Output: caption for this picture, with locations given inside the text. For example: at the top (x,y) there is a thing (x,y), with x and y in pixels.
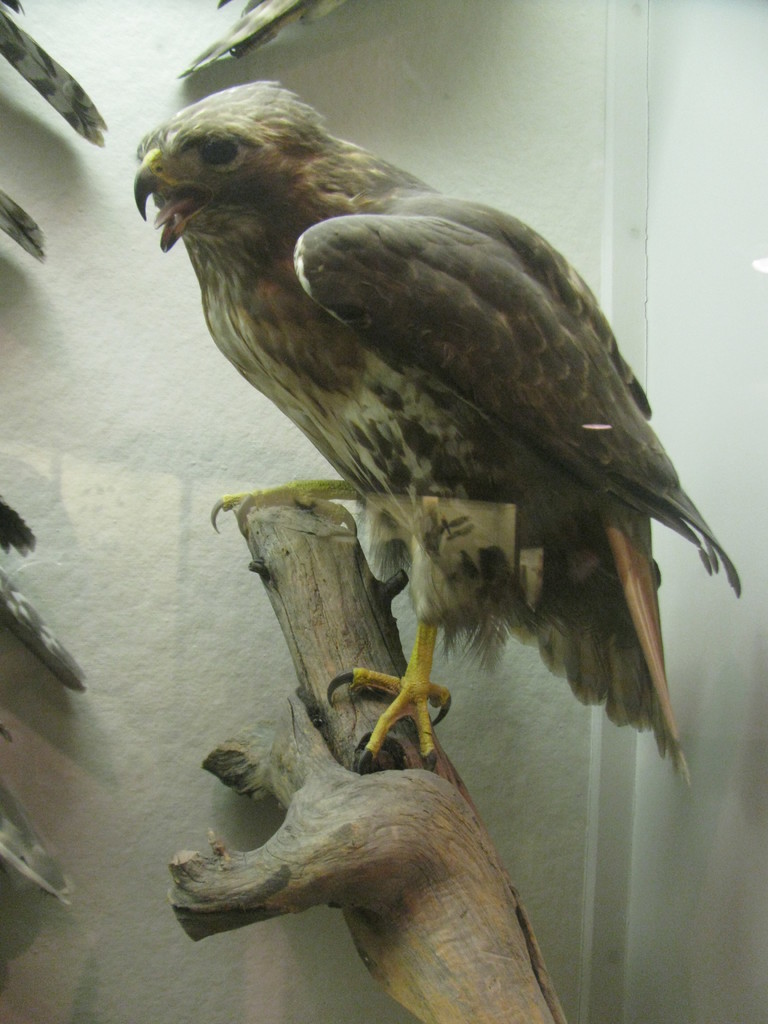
In this image I can see tree trunk (281,552) and on it I can see a grey colour bird (529,517). I can also see white colour wall (485,184) in background (675,315).
